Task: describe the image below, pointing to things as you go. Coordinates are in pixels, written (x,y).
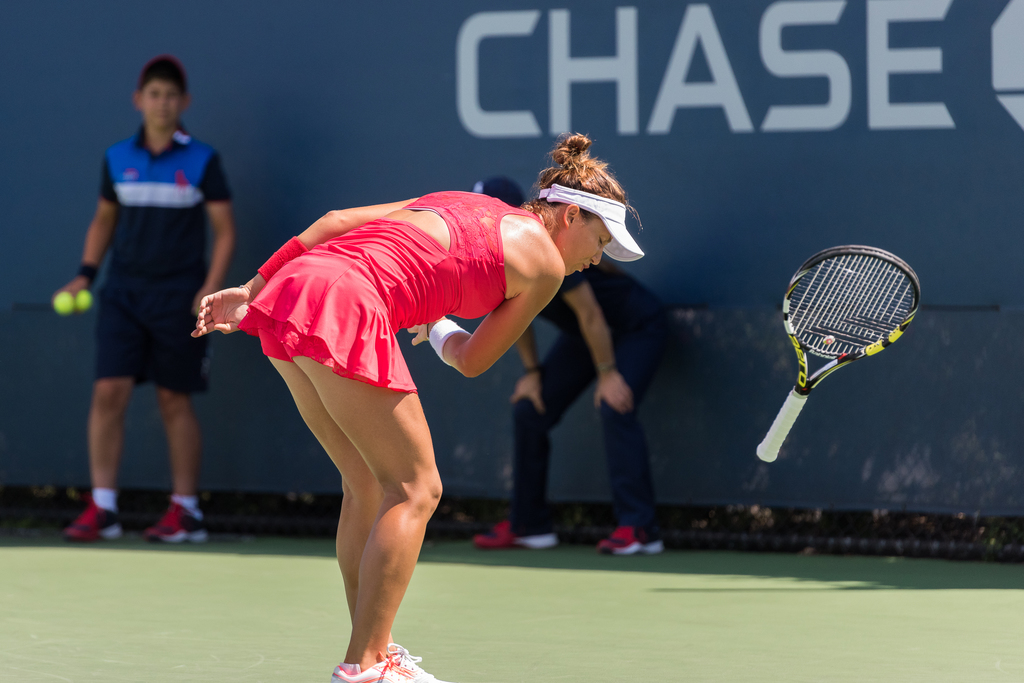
In this picture there is a woman (404,304) standing in the foreground (406,485). At the back (649,524) there is a person (649,524) standing and there is a person (186,282) standing and holding the balls (69,305). On the right side of the image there is a bat (813,331) in the air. At the back (803,449) there is a hoarding (739,79) and there is a text (596,61) on the hoarding (675,57).
